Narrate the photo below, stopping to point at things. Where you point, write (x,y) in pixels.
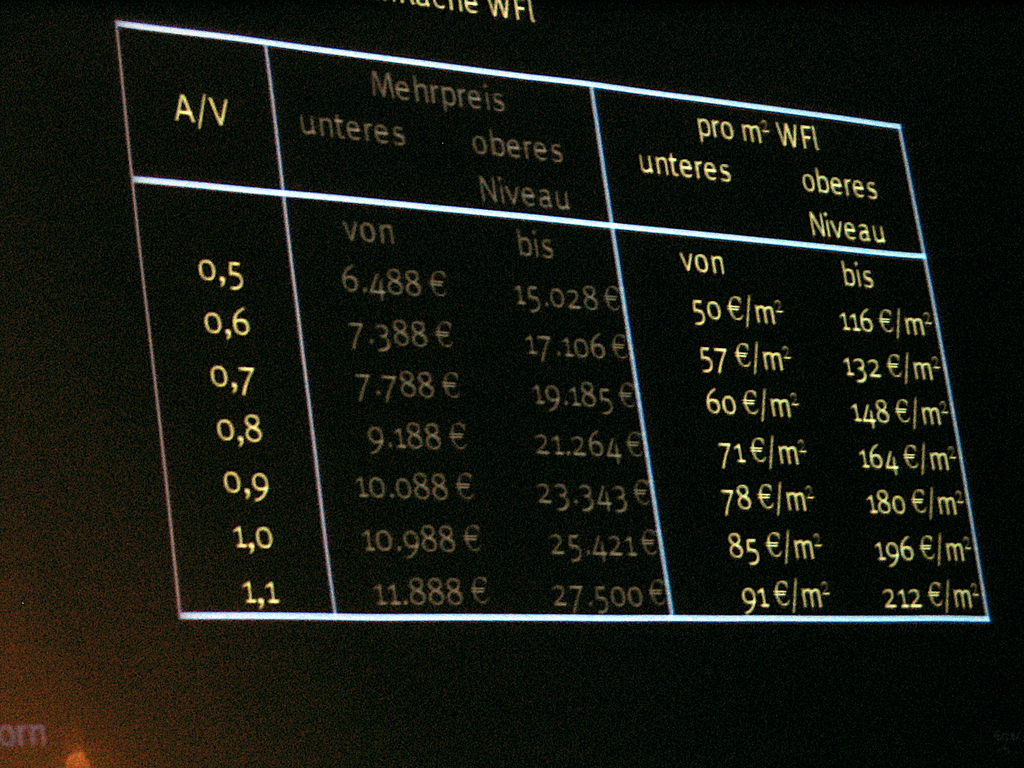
In this image we can see an object (570,502), which looks like a board (589,429), on the board (554,311) we can see some text (606,458).
